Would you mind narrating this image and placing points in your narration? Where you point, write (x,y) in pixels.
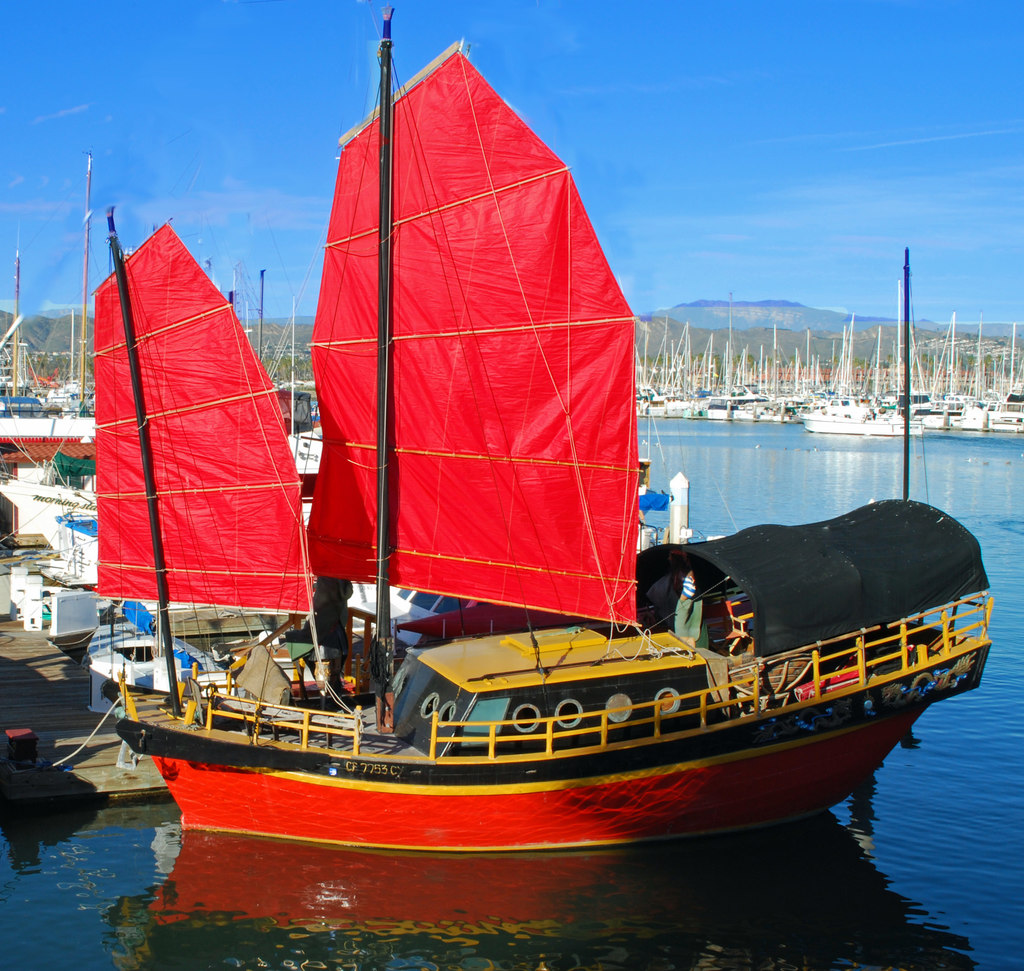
At the bottom of the image (476,902) there is water (260,879). On the water (285,941) there is a ship (591,824) in red color. On the ship (412,748) there are railings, black poles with red cloth (396,364) and a few other items (685,663). In the background (314,442) there are many ships (688,403) with poles (947,386). Also there are hills (270,330). At the top of the image (174,39) there is a sky (155,138).
